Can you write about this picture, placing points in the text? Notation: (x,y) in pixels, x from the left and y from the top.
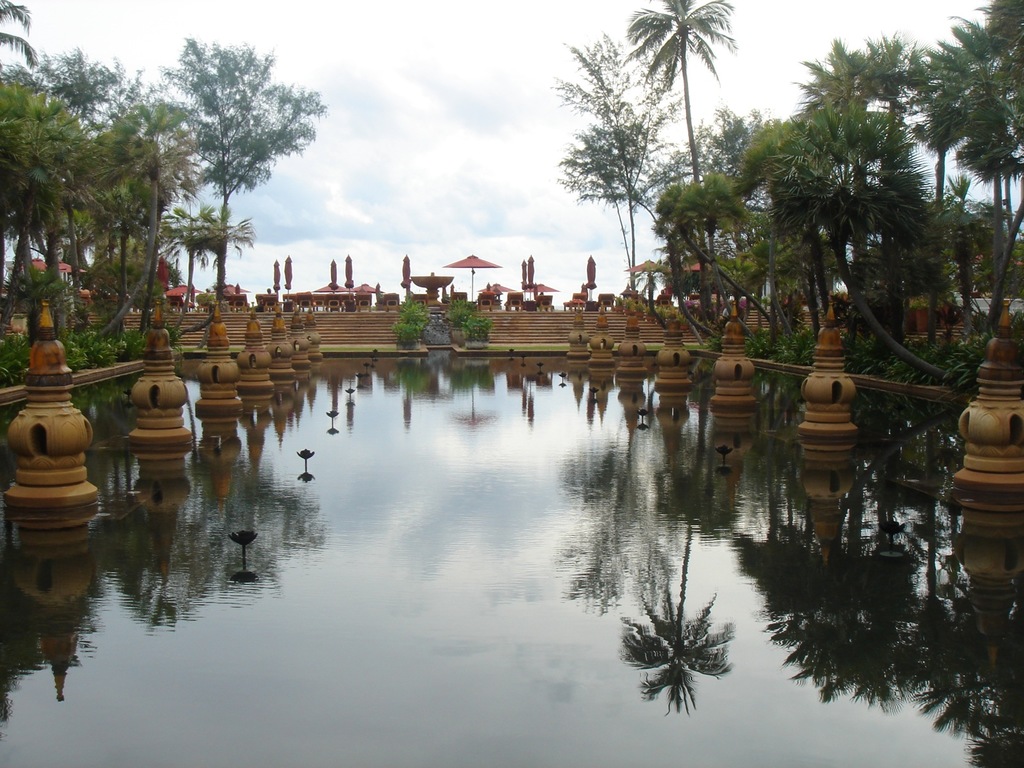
In this image I can see few brown color pillars (61,444) in water (324,540), left and right I can see trees (132,172) in green color. Background (298,268) I can see sky (518,152) in blue and white color.
